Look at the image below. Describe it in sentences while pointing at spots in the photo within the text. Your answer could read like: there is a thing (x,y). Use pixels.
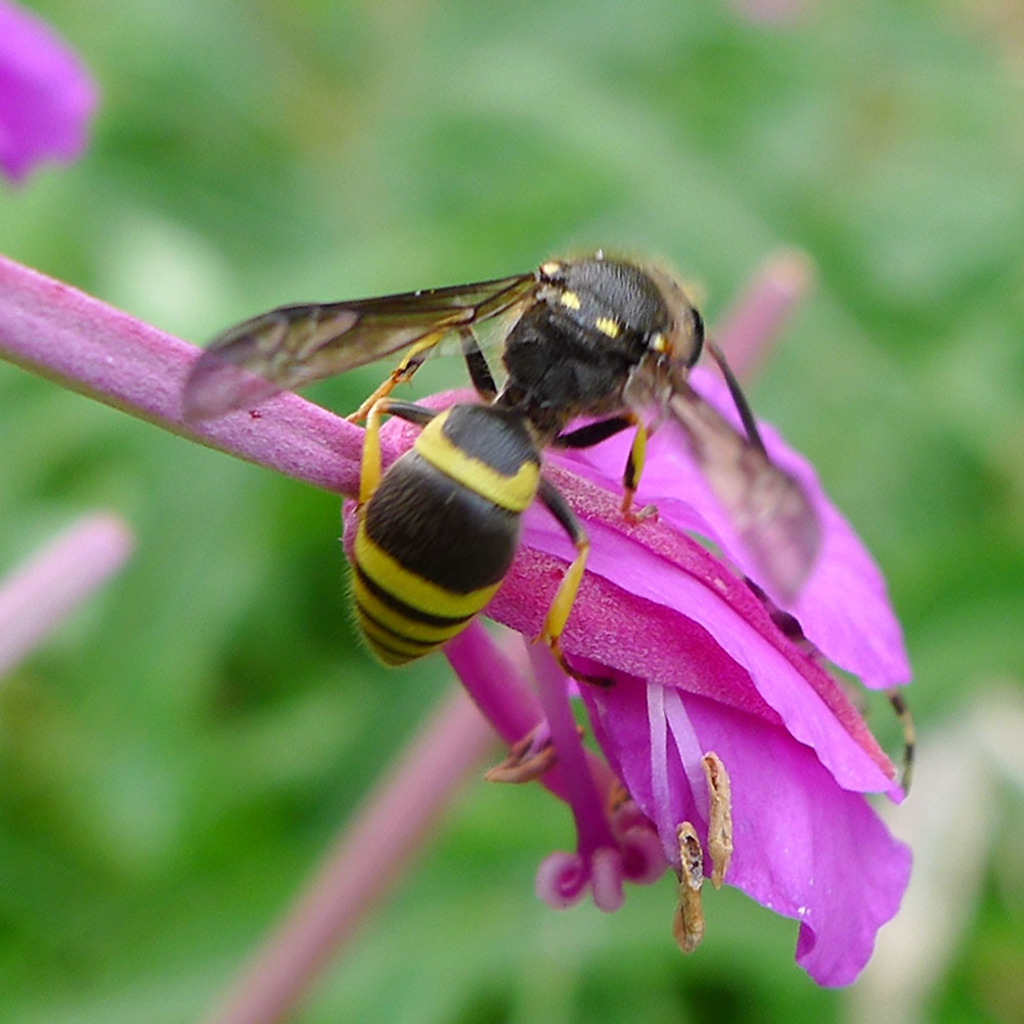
In this picture I can see there is a bee (460,562) sitting on a flower (578,810), it has a head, body (447,575), wings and legs (624,426). It is sitting on the pink flower (727,761) and in the backdrop (308,727), it looks like there are trees (368,234) and it is blurred.
